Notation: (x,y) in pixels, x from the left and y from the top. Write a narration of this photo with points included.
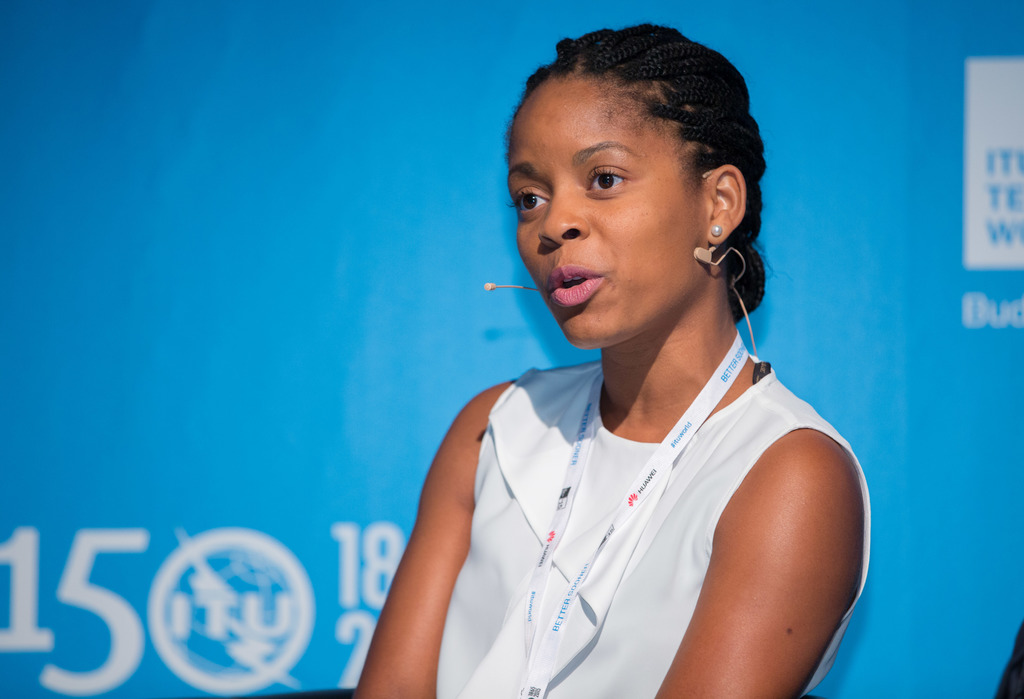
In this image I can see a person (593,604) wearing white color dress (636,604) and background (404,411) I can see a board (90,342) in blue color and I can see something with white color on the board (342,530).
